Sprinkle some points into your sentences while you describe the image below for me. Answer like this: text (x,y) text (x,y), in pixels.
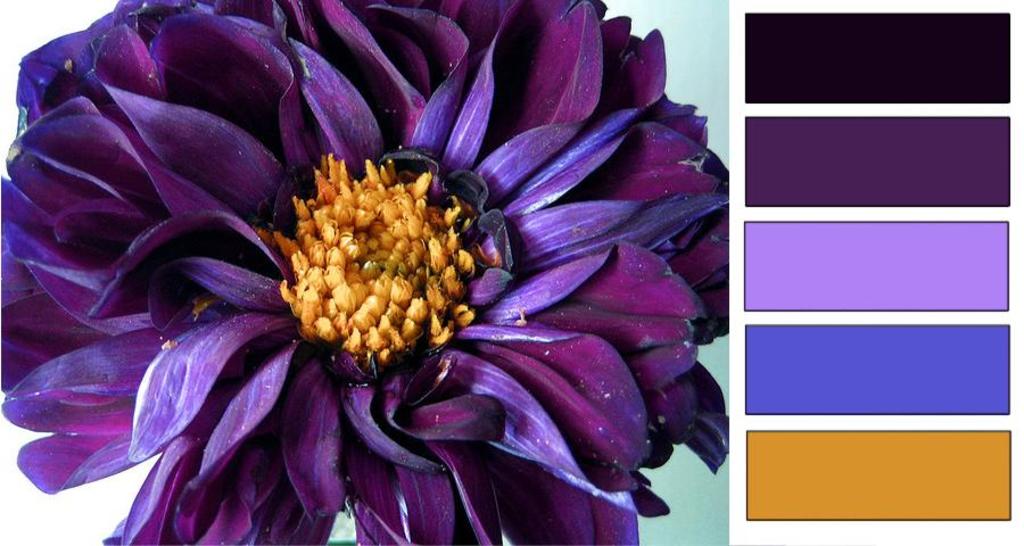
In the center of the image (458,259), we can see a flower (147,190) which is purple color and on the right (799,245), there are different colors.
